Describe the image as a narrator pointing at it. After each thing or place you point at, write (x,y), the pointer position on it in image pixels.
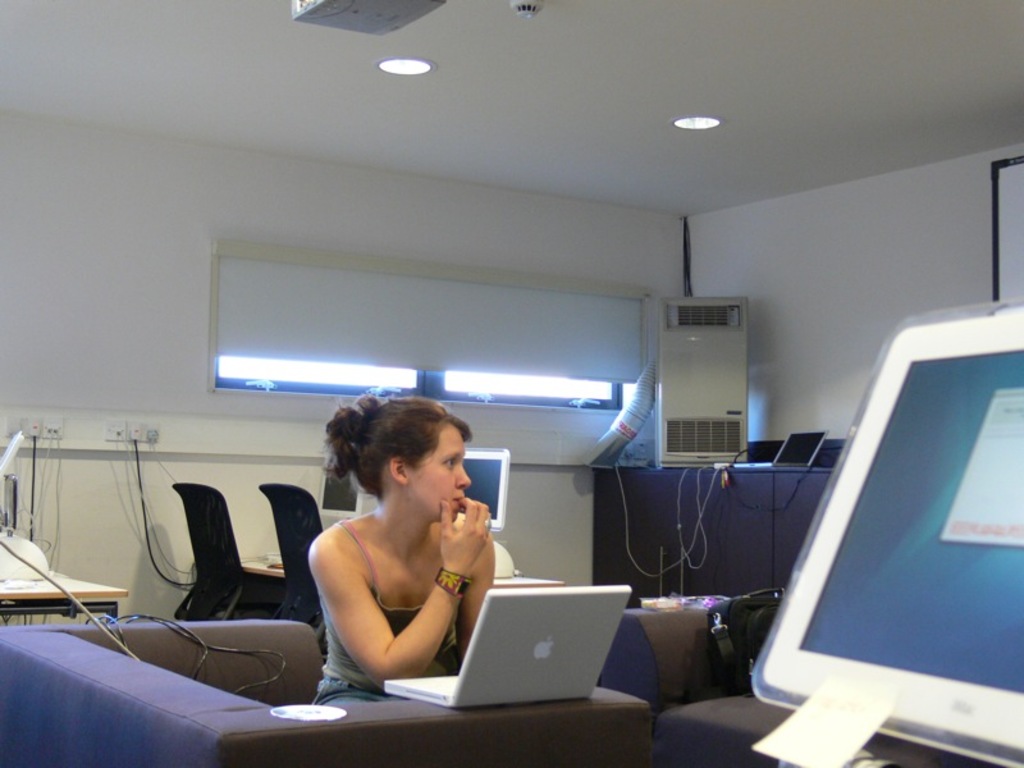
In this image we can see woman (376,576) sitting at the sofa (478,708). On the sofa (466,714) we can see a laptop (457,688). On the right of the image (1000,396) we can see monitor (1019,372). In the background (1011,203) we can see chairs (197,565), table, monitor (483,470), air conditioner (683,457), laptop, screen (1000,210), window (509,374) and wall (131,223).
